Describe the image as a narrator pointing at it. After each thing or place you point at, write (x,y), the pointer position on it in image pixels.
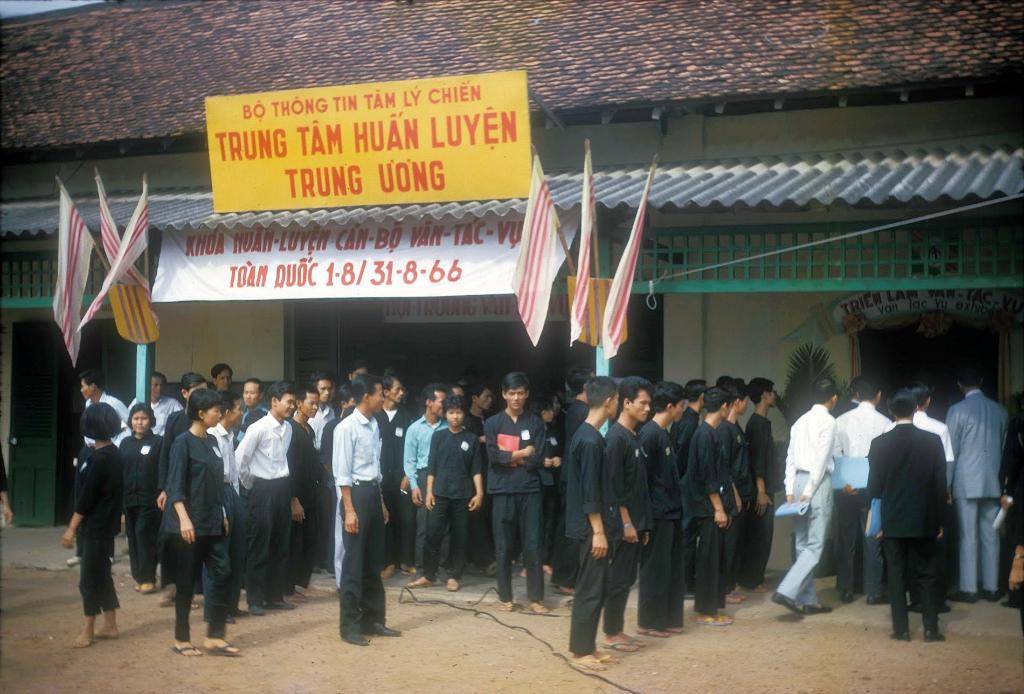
This picture is clicked outside. In the foreground (567,560) we can see the group persons (604,471) and we can see the books (880,512) and some other objects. In the background (690,174) we can see the house (619,44) and we can see the flags (79,274) and the text (314,155) on the banners (433,246), we can see the numbers (412,272) on the banner (497,247) and we can see the doors (107,381) and the potted plant (799,390) and some other objects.
